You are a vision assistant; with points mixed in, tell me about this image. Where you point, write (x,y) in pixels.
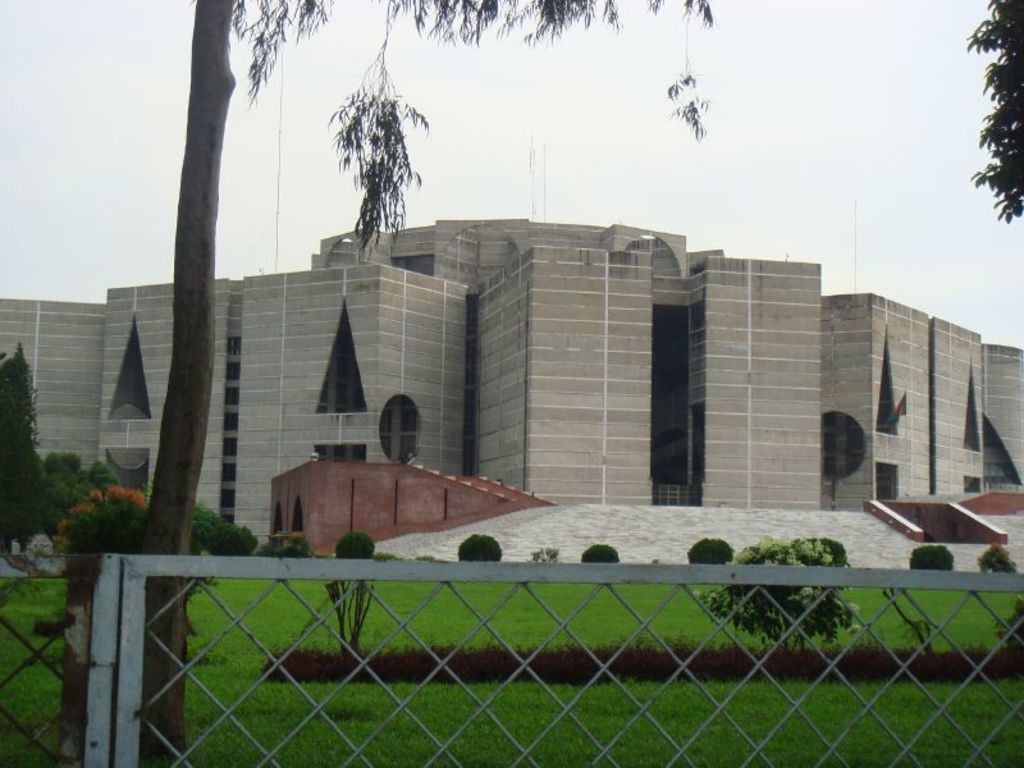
We can see fence (609,673), plants (954,664), grass (987,705) and trees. In the background (315,436) we can see building (530,361) and sky (725,117).
